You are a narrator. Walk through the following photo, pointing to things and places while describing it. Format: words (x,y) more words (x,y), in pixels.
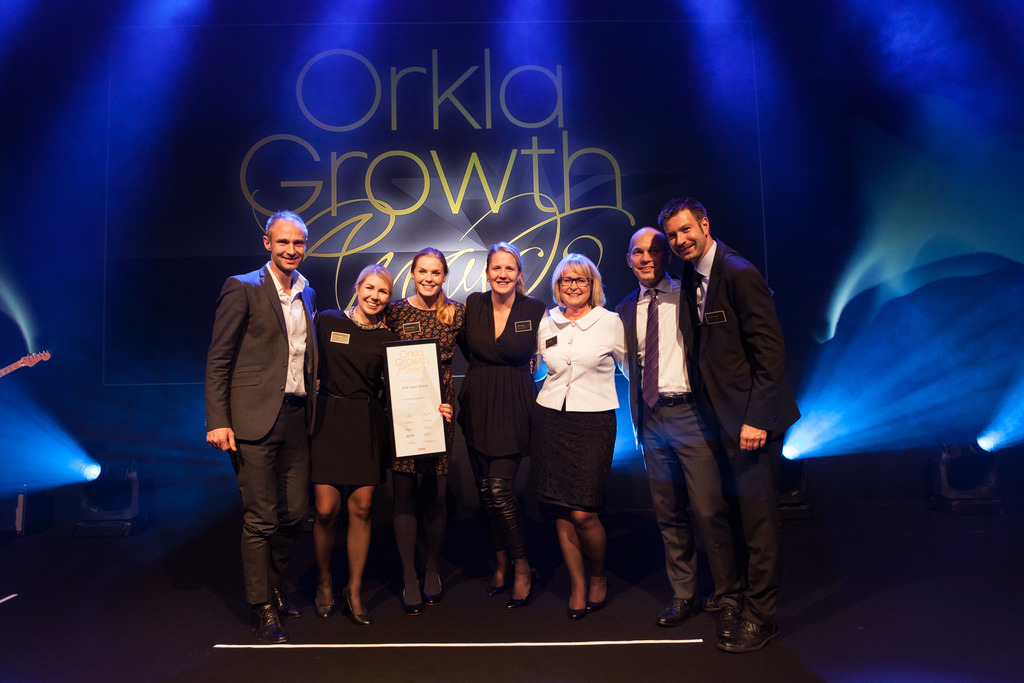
In this image we can see a group of persons (561,279) are standing, and smiling, there are lights (956,186), at the back (626,116) there is a banner (645,53), and something written on it.
